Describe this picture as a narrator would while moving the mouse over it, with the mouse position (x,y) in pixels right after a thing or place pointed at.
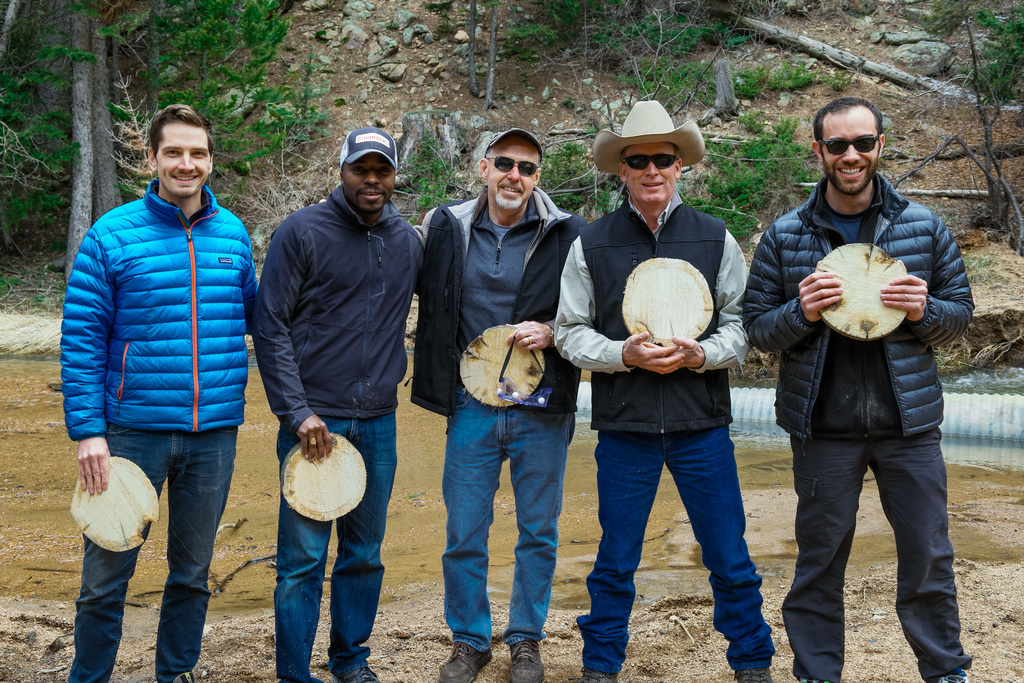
In this image there are five men (817,372) standing holding a wooden plates (534,361) in their hands (679,340) and three of them are wearing glasses (532,172) and three of them are wearing caps (602,149), in the background (314,39) there is a mountain (903,52) and trees (938,18).
